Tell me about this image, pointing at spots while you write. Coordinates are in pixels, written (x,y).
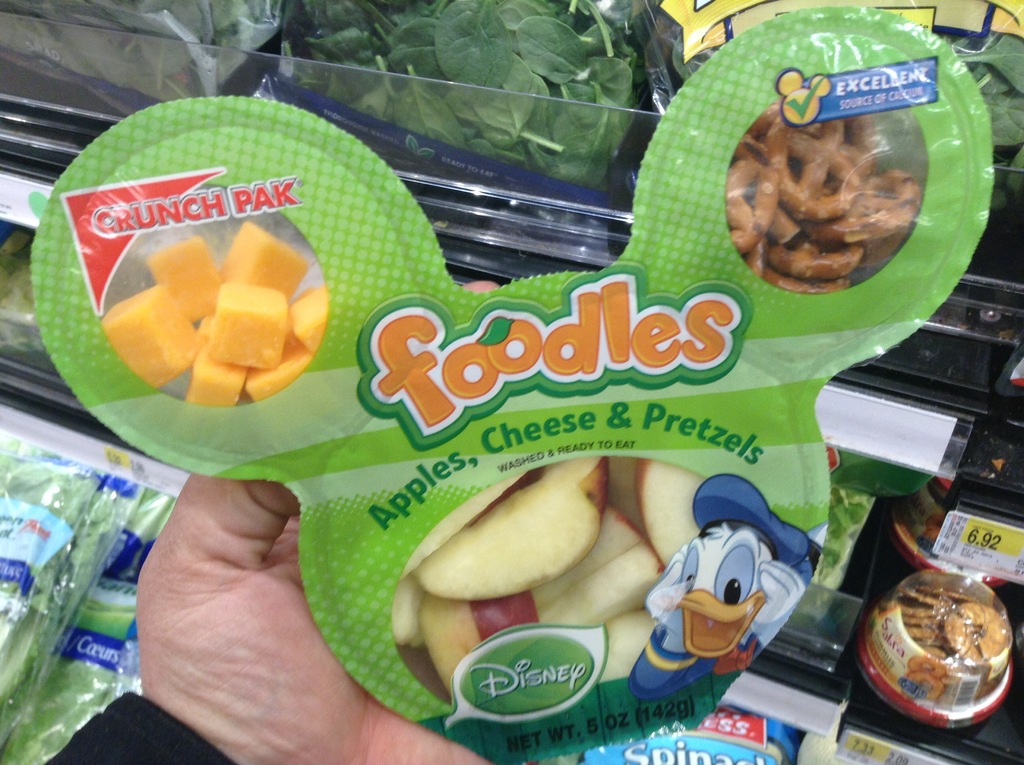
In this picture we can see a person's hand (208,664) holding an object (193,241). Behind the hand (152,555), there are food items (99,515), leaves (498,80) and some objects (194,24) in the racks (541,97). There are price stickers (958,526) attached to the racks (839,425).
